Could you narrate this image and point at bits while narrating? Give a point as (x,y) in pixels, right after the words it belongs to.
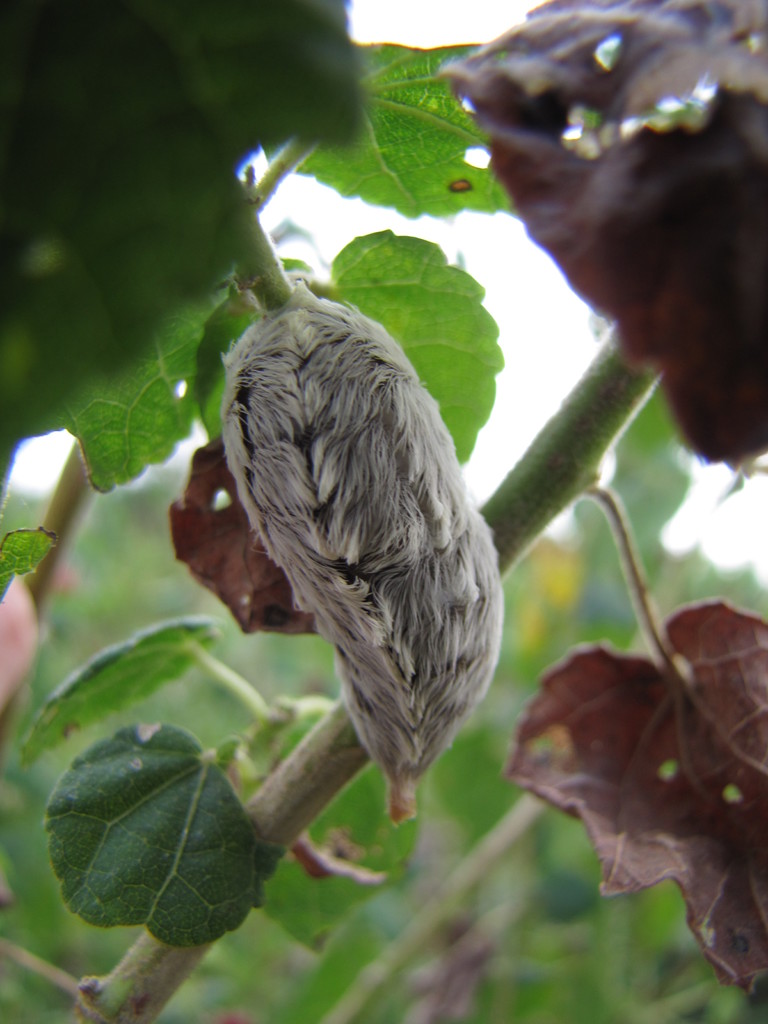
In this picture I can see the pest (460,479) or flower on the plant (44,320). At the bottom (464,818) I can see some leaves (737,841). In the back (553,340) I can see the sky (530,296).
